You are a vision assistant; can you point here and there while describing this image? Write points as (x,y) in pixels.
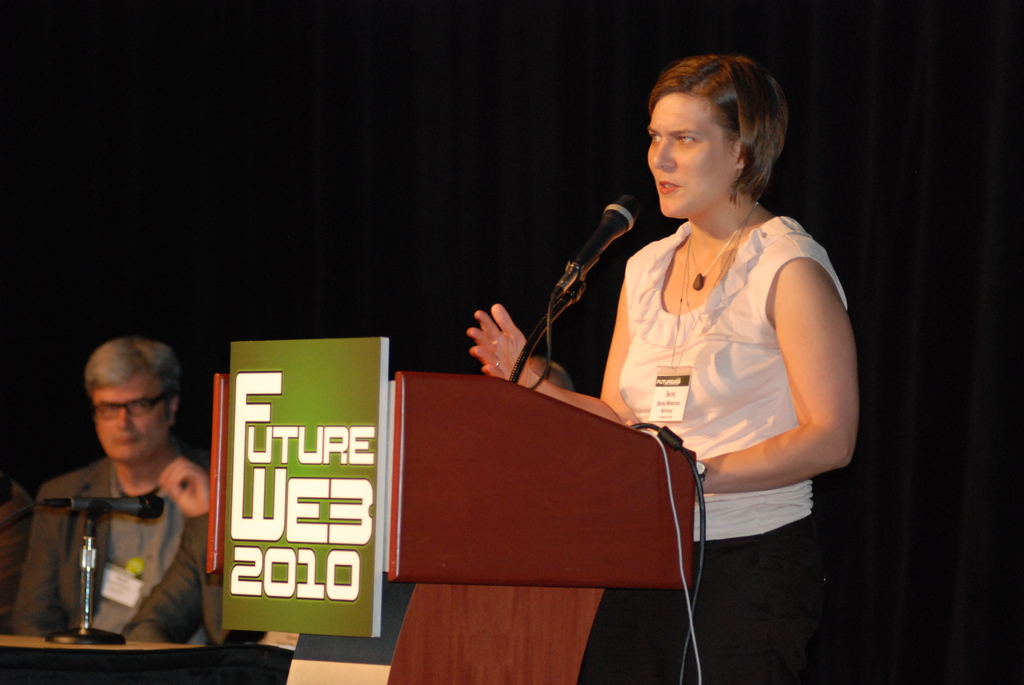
A women (794,438) is standing, this is microphone (558,296), here two men (169,471) are sitting, this is wooden structure (488,588), there is black color background (934,207).
